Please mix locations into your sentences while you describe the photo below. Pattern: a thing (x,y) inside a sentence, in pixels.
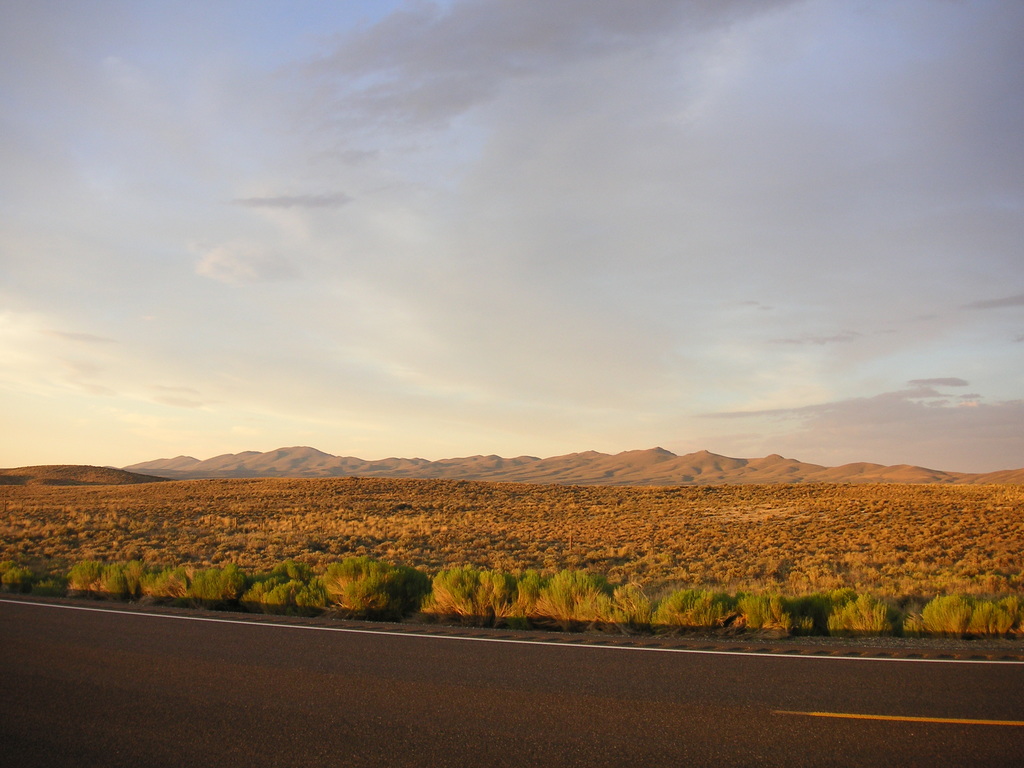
In this picture we can see mountains (564,462), grass (556,526) and cloudy sky (807,418). We can also see plants (549,583) and roads (347,686).
